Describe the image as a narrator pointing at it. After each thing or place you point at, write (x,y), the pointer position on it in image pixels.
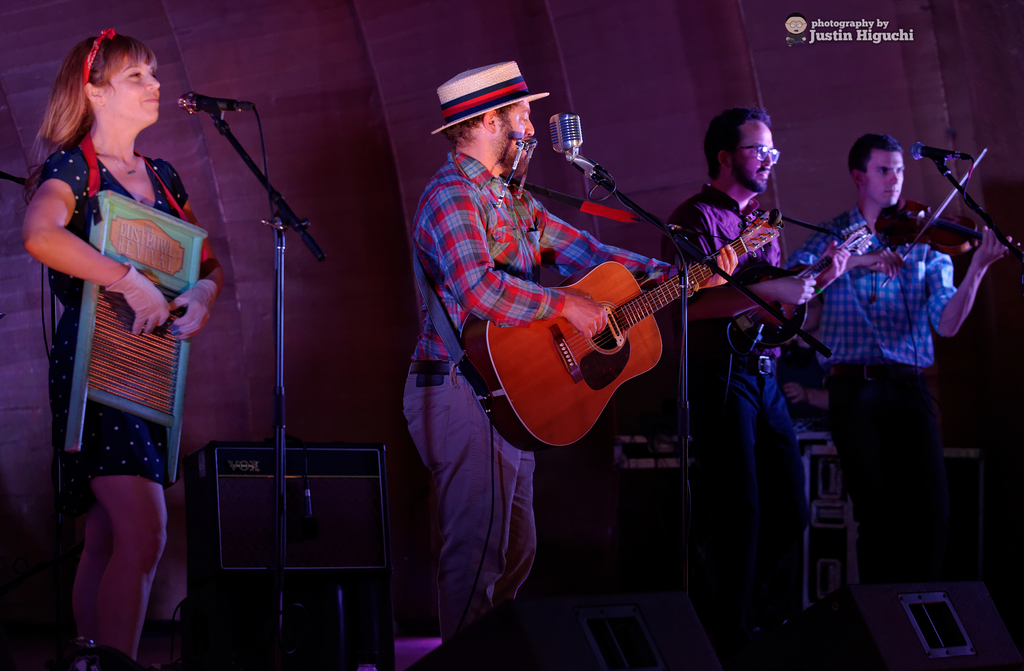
4 people (216,291) are standing in front of microphone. the person (850,296) at the far right is playing violin (882,230), the person (533,300) at the center (521,231) is playing guitar (642,303) and wearing a hat (470,99).
